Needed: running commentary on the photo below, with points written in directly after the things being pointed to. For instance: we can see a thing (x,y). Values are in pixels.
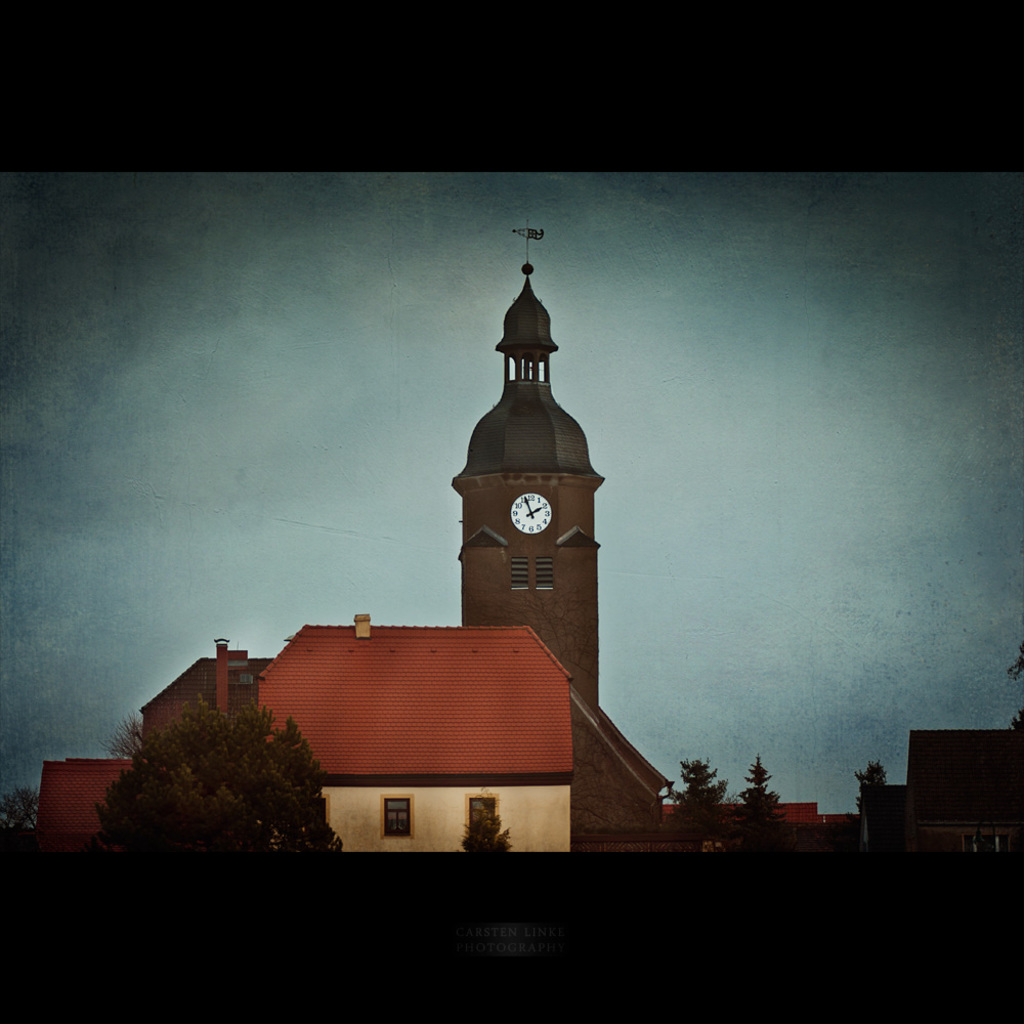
In the center of the image (461,663) there are buildings (516,794) and a tower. At the bottom (758,816) there are trees (772,808). In the background (763,757) there is sky (279,405).
